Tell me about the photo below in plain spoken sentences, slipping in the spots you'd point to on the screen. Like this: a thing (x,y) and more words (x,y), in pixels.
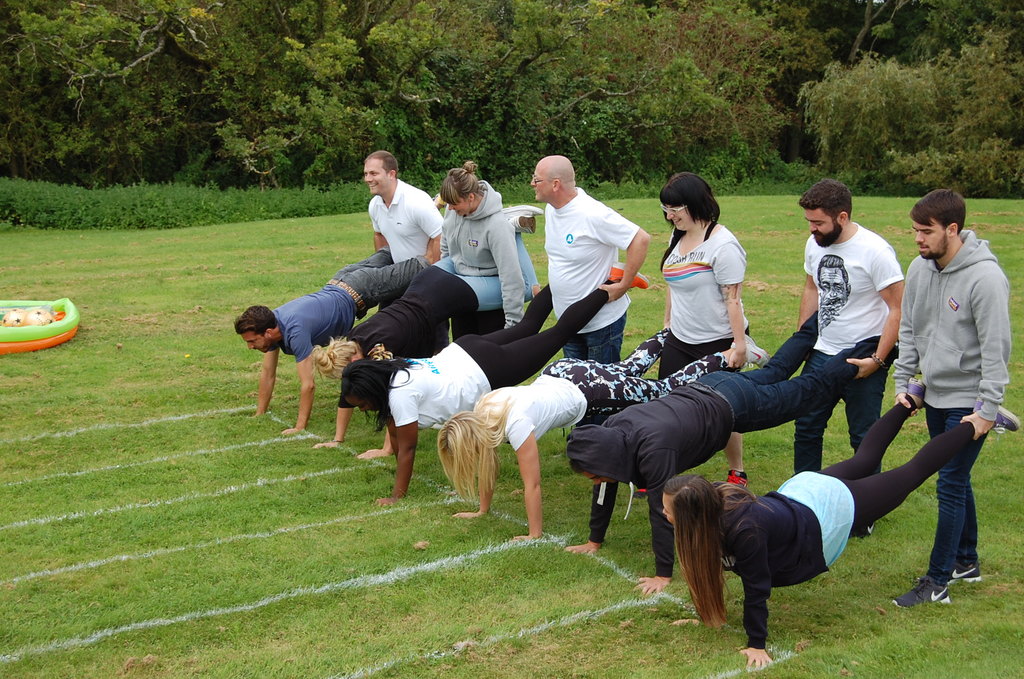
In this image there are group of people (707,329) who are holding some people's legs (865,520), and at the bottom (988,652) there is grass (500,654). And on the left side of the image (47,333) there is toy (16,328), in the background (390,43) there are plants (914,104) and trees (982,98).
